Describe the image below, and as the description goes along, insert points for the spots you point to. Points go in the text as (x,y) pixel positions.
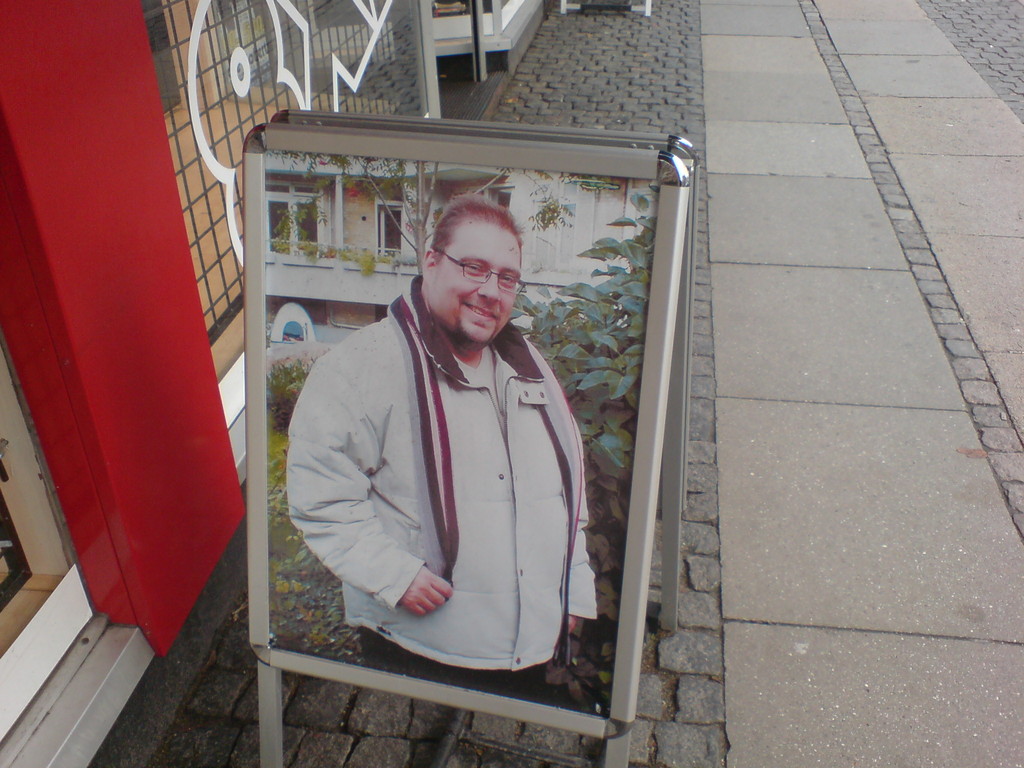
In this image I can see a board (496,344) and on it I can see picture (496,281) of a man (372,394), leaves (594,337) and of a building (408,271). I can see he is wearing white colour jacket (397,578) and specs (517,282). I can also see smile (473,316) on his face (496,298).
